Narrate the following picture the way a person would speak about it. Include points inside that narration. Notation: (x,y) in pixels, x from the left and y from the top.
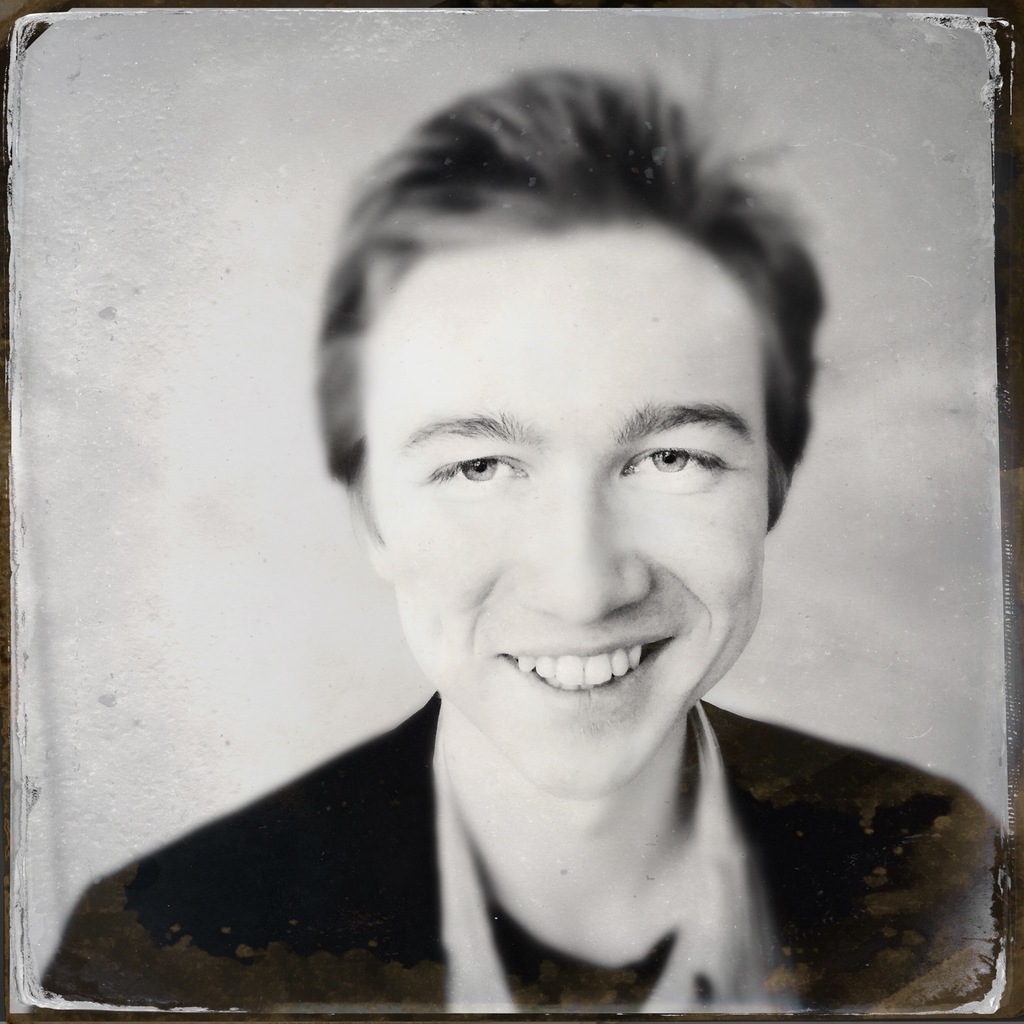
This is a black and white picture. The man (402,749) in black blazer (372,879) is smiling. In the background (130,357), it is white in color. This might be a photo frame (1019,170).
